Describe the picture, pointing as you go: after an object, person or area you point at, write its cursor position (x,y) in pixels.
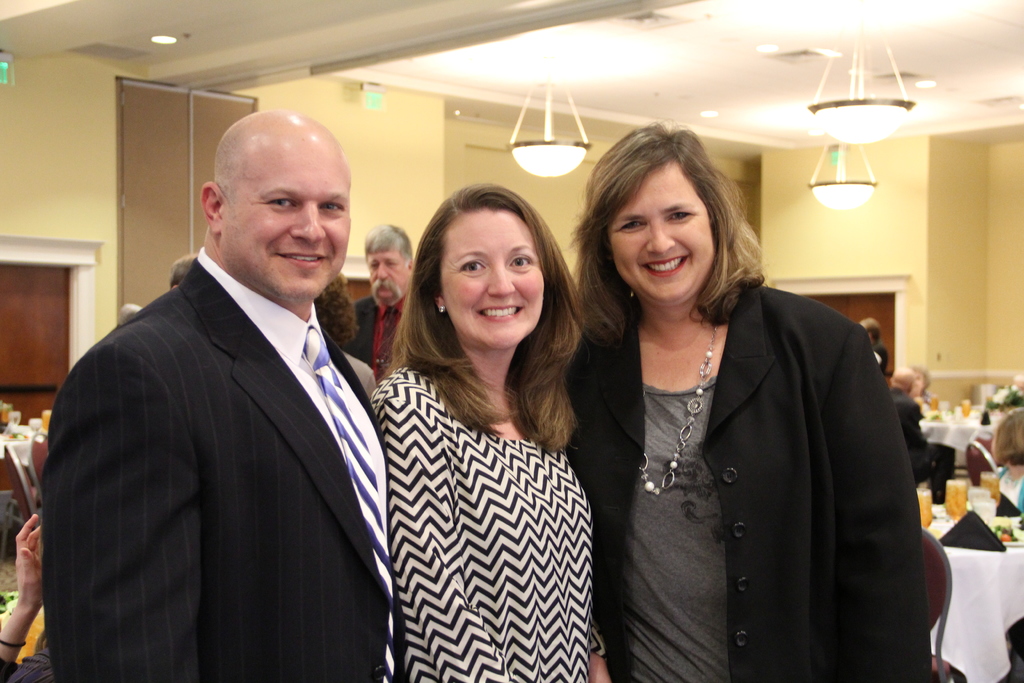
In the middle of the image (368,432) three persons (467,590) are standing and smiling. Behind them few people (181,280) are standing, sitting and there are some tables (1007,563) and chairs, on the tables (956,590) we can see some glasses (960,507) and plates (1022,530). At the top of the image (584,105) there is wall (356,101) and ceiling (635,95), on the ceiling (493,95) there are some lights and sign boards (2,74).
